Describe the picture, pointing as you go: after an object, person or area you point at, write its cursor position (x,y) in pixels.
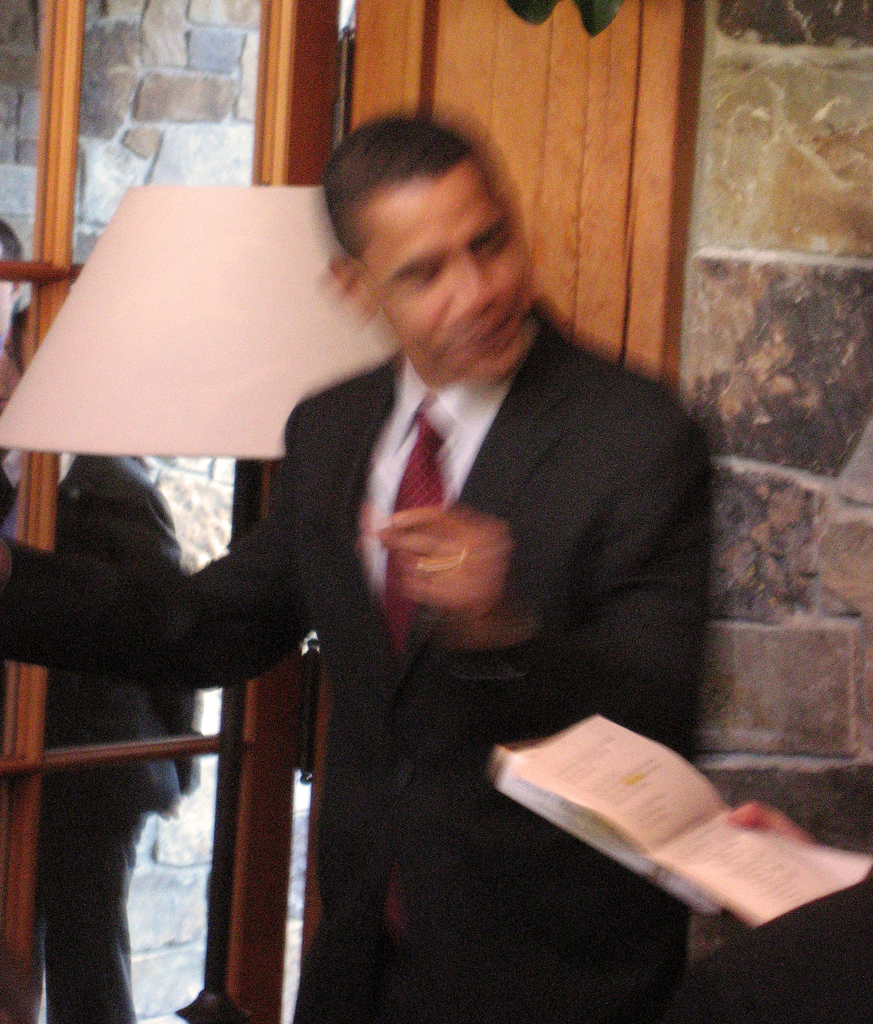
In this image we can see a person (375,821) standing and also we can see a person's hand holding a book (597,783), there is a door (88,228), through the door (19,274) we can see the two persons (10,281) and the wall (91,209).
